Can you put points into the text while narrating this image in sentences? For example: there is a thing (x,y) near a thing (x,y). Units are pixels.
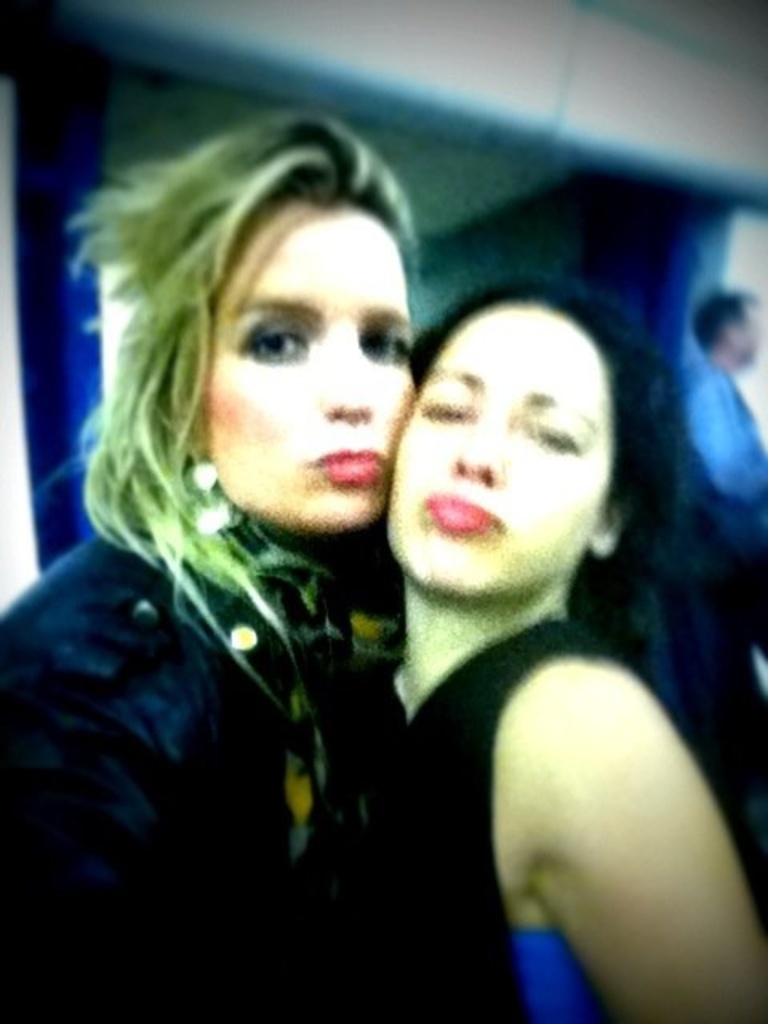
In the center of the image (368,510) two ladies (296,573) are there. On the right side of the image (719,532) a man (729,522) is standing. In the background of the image (585,213) wall (744,123) is there.
